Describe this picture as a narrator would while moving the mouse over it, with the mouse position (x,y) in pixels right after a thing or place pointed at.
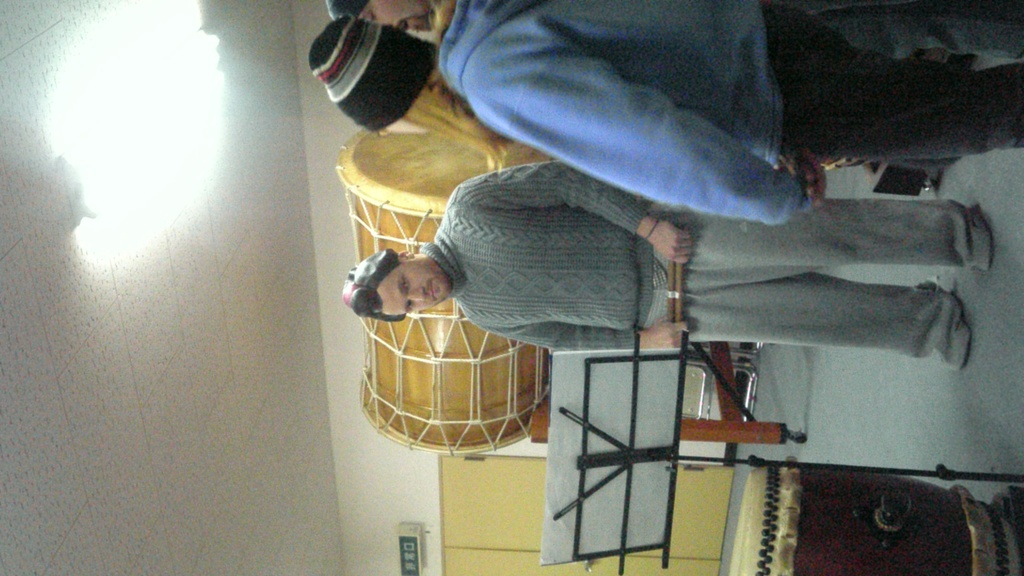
In this image I can see few men (869,79) are standing, I can also see all of them are wearing caps (344,1). In the background (369,187) I can see a musical instrument (534,366).
